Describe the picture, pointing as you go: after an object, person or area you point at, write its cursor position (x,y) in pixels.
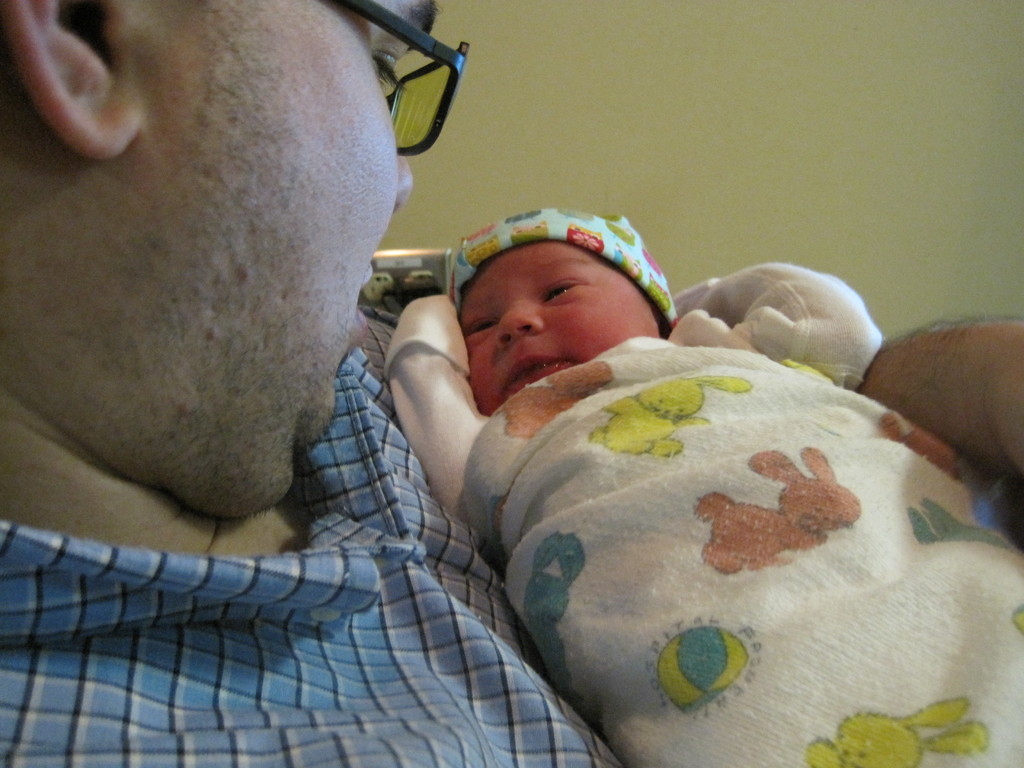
There is a man (386,493) holding a baby (750,455) and wore shirt (356,496) and glasses (415,105). We can see wall (715,152).
